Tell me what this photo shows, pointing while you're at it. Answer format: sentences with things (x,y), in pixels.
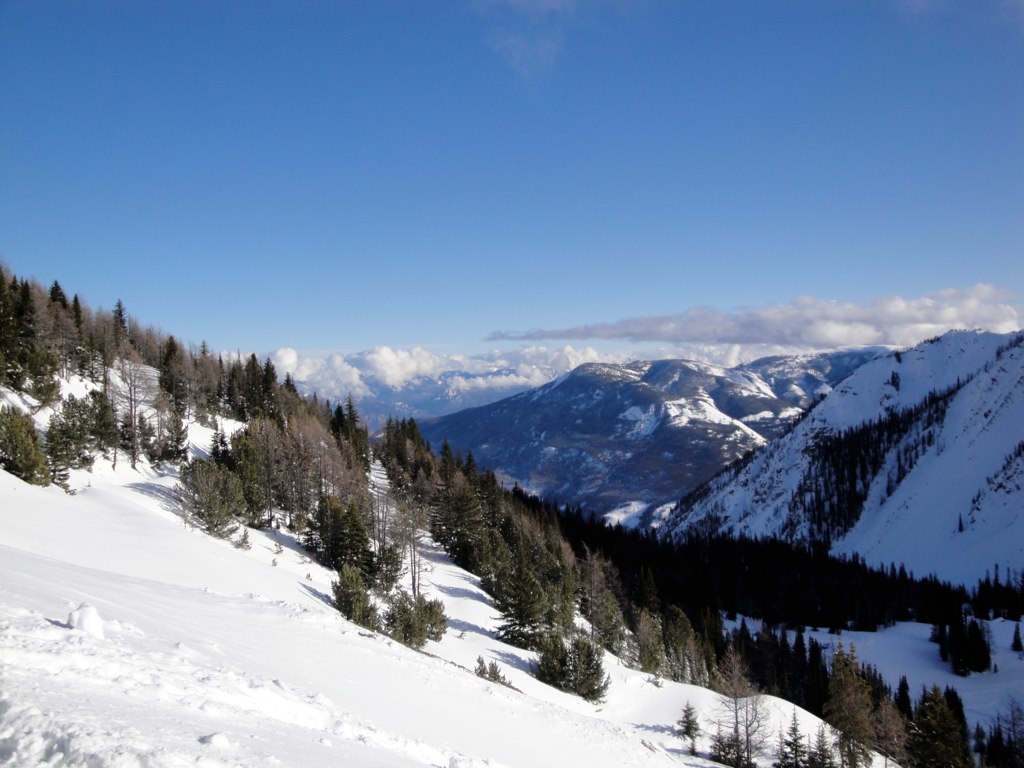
There are trees (452,460), hills (579,460) and sky (482,219) with clouds (604,338). On the ground (291,575) there is snow (349,667).
